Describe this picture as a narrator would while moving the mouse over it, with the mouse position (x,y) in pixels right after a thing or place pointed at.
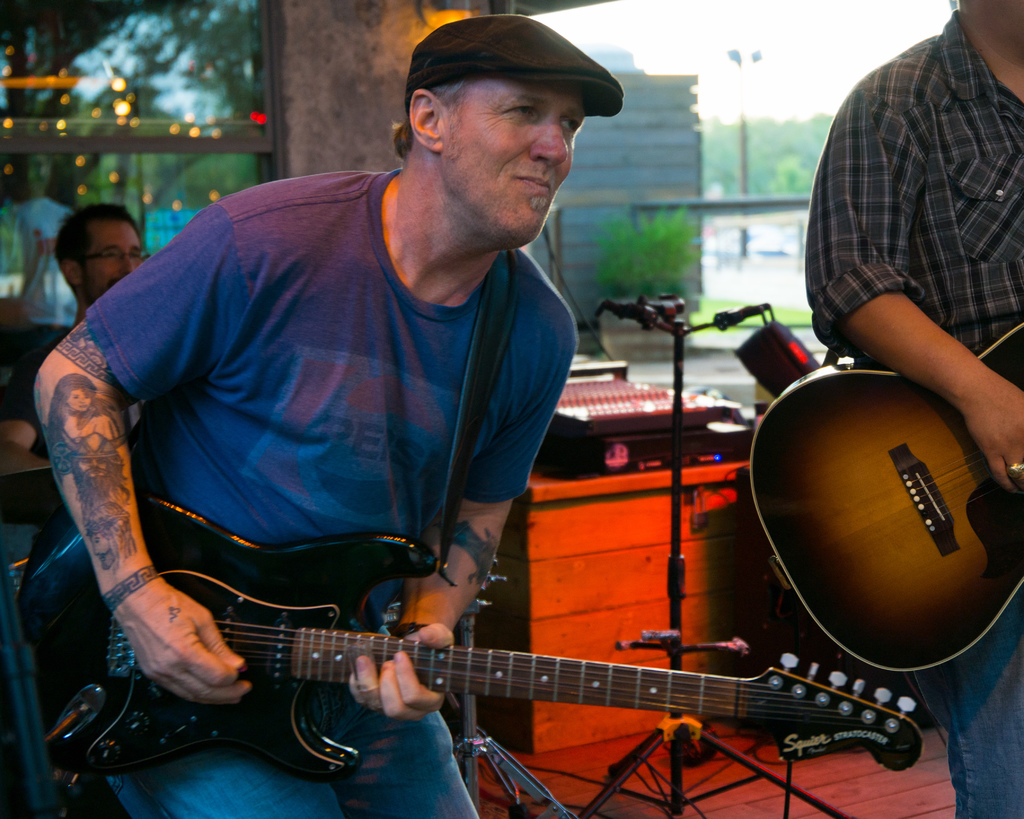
In the given image we can see that the person (398,328) holding guitar (802,498). We can even see pole (742,178), plant (665,239) and sky (760,29).
